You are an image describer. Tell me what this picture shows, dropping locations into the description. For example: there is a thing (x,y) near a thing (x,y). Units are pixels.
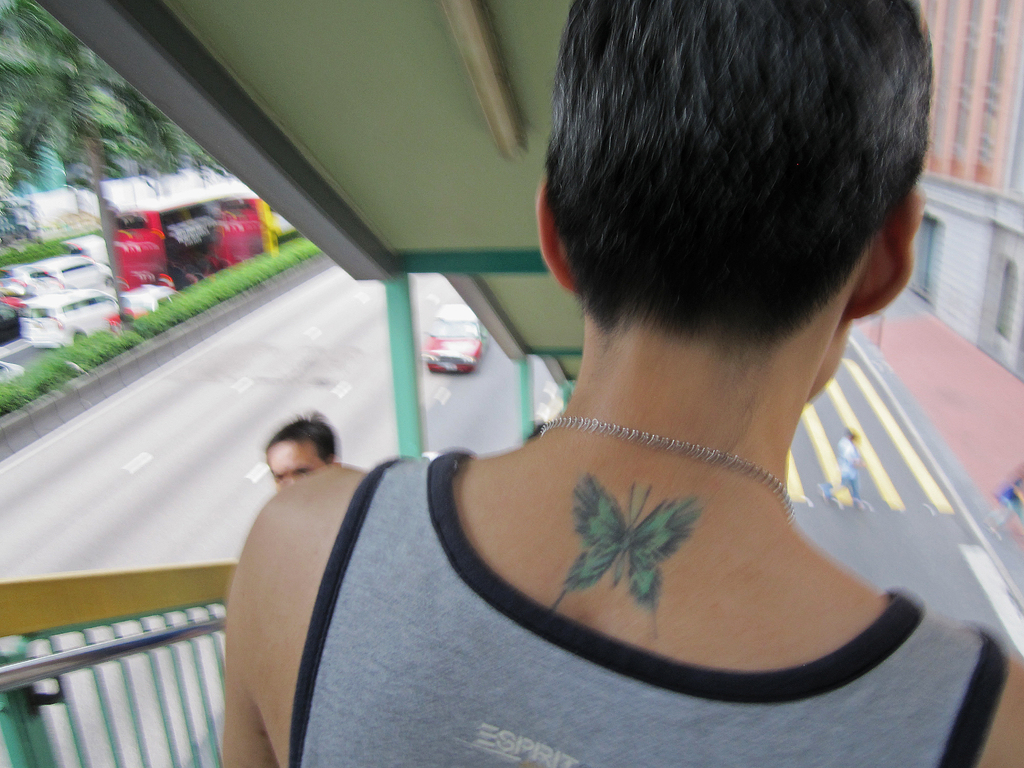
In this image I can see the person (479,517) is wearing ash and black color dress (467,546) and the tattoo (585,515) on the person's body (585,515). I can see few vehicles (121,230), few people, railing (196,649) and the blurred background (889,326).
